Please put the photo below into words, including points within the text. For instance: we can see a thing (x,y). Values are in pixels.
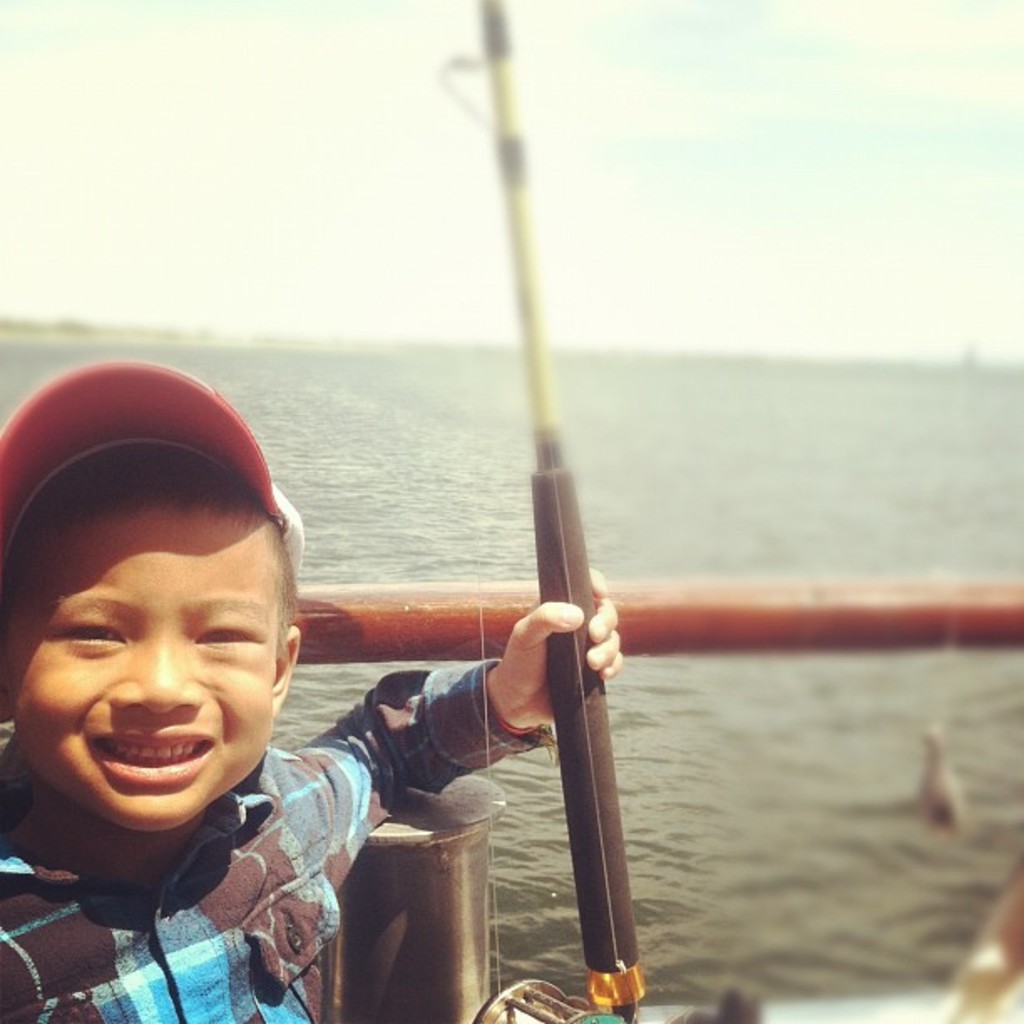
A little boy (255,727) is smiling, he wore a shirt (319,863), cap (62,456). This is water (401,441), at the top (268,177) it's a sky (261,171).
